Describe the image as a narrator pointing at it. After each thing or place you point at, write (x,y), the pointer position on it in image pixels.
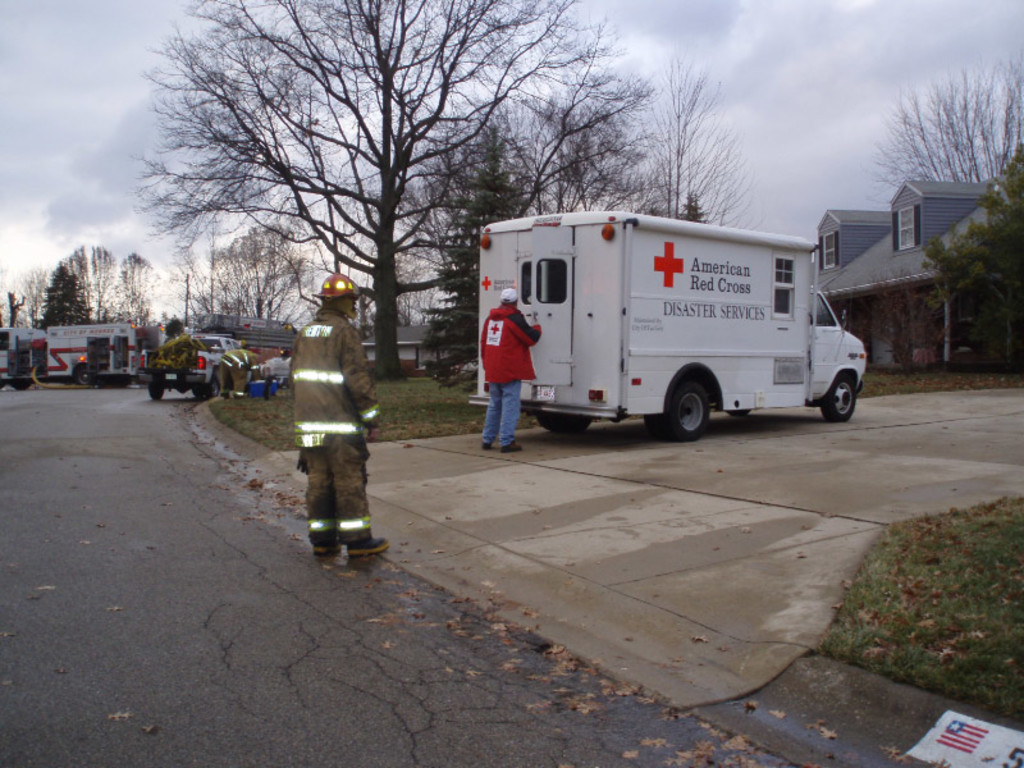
This image is clicked outside. There are trees (140,311) in the middle (469,311). There are ambulances (55,350) in the middle (663,371). There are some persons (355,535) in the middle (352,300). There is grass (858,640) at the bottom (848,609). There is a building (892,271) on the right side (880,260). There is sky (453,80) at the top (480,88).
